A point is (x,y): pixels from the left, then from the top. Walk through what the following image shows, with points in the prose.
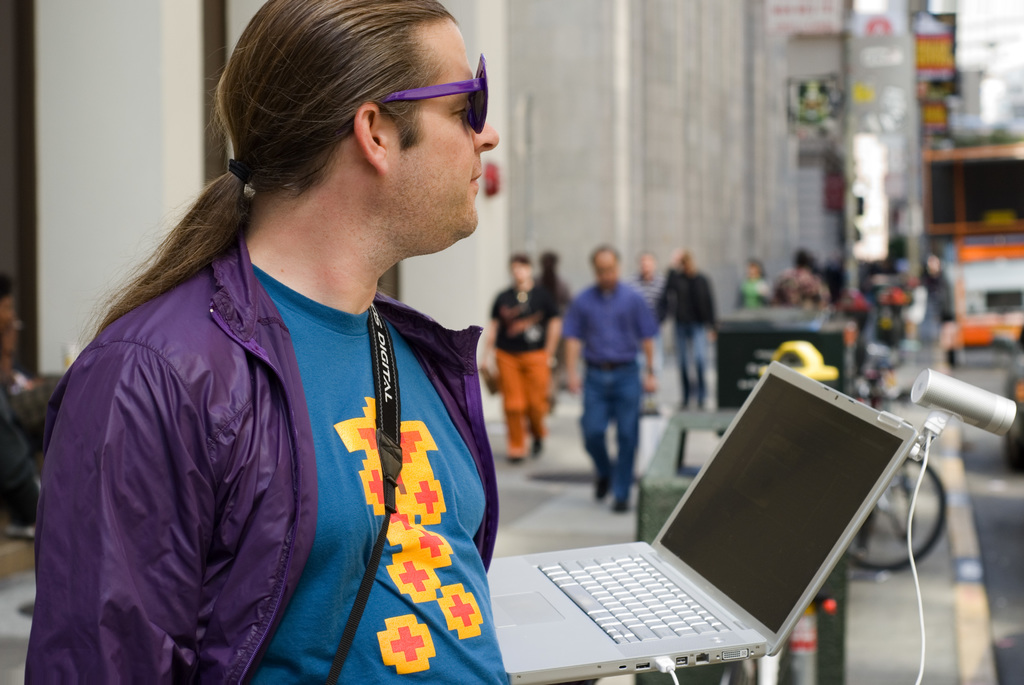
In this picture there is a person (332,376) standing in the foreground (383,550) and holding the laptop (770,486). At the back (538,423) there are group of people (538,423) walking on the footpath (556,417) and there are poles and there is a bicycle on the footpath (530,543). On the right side of the image (989,163) there is a vehicle (1011,325) on the road (1003,512). At the back (702,162) there are buildings (615,135) and there are hoardings (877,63) on the buildings (978,59).
